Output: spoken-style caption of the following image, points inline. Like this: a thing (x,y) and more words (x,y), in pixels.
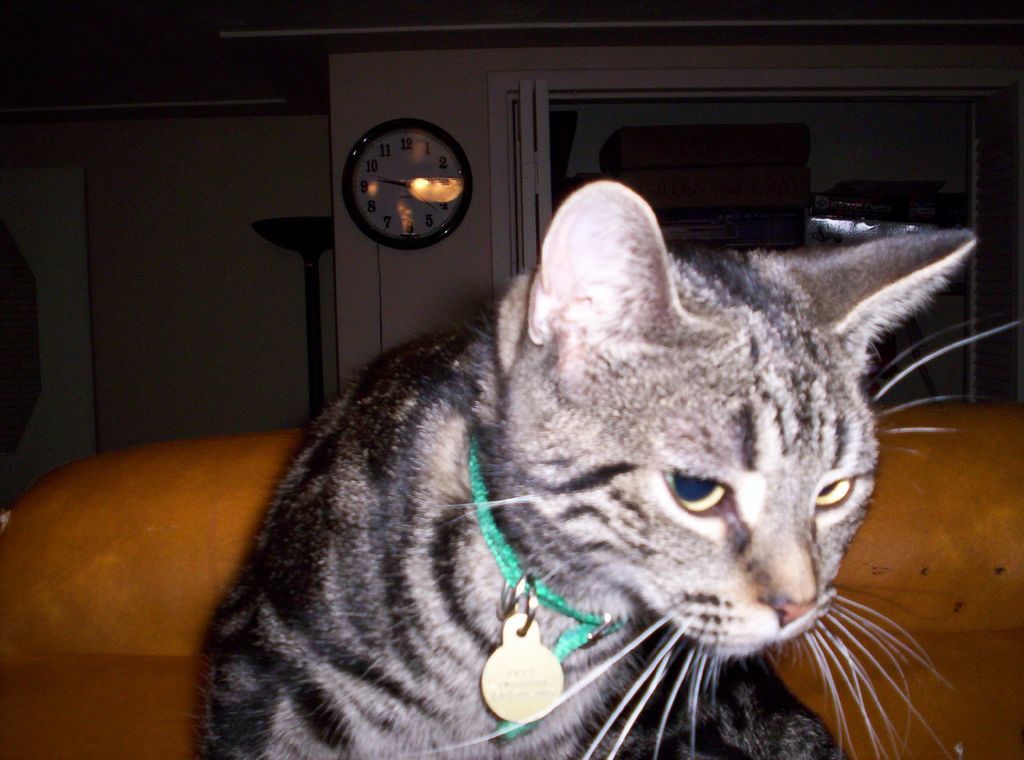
In the picture we can see a cat (556,563) and a locket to its neck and in the background (391,199), we can see the clock (433,169) on the wall (415,278).
